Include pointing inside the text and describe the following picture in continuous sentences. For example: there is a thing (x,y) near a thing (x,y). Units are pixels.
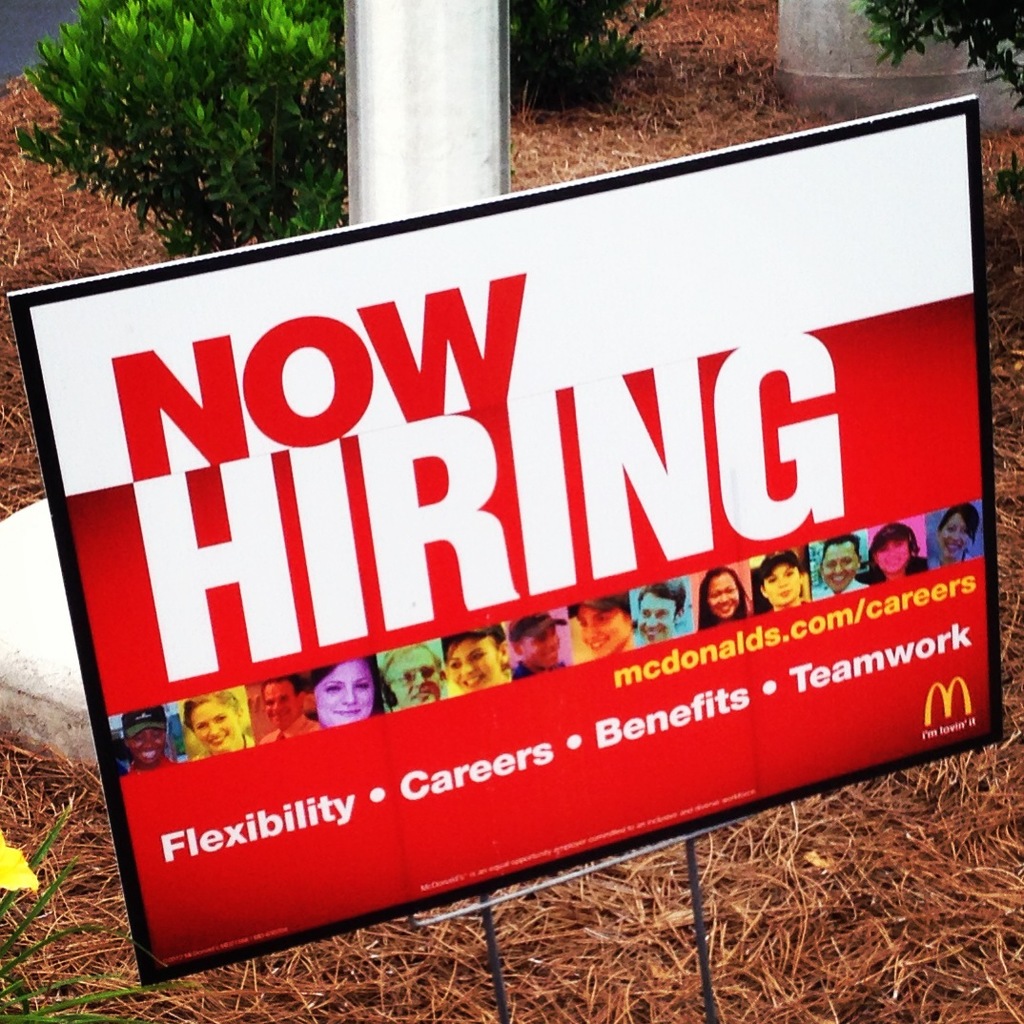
This image consists of a board (686,718). At the bottom (702,983), there is dry grass (565,961). In the background (141,119), there is a pole (405,84) along with green plants (216,88).
